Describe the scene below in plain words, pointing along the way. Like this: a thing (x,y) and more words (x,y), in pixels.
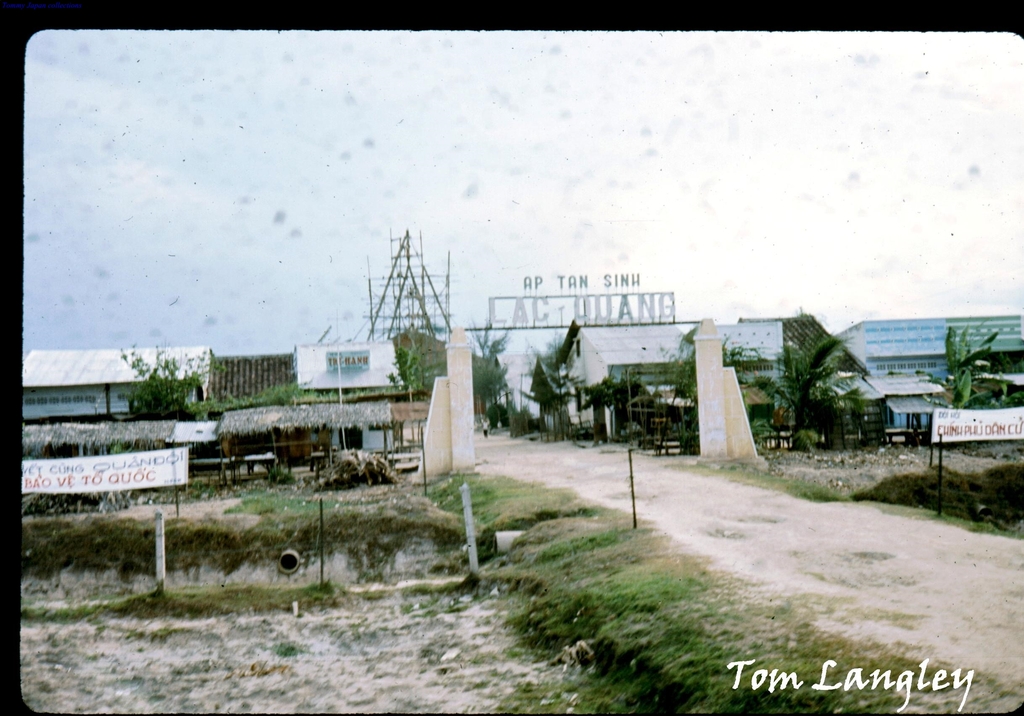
In the foreground of this poster, there is a path (748,524) on the right (944,581) and there is a name board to the pillars (456,394), buildings (857,375), trees (828,362) and an another board (981,439). On the left (77,483), there are trees (169,380), poles (160,573), banners (170,485), huts (191,466), buildings (208,380) and the sky (268,138).
